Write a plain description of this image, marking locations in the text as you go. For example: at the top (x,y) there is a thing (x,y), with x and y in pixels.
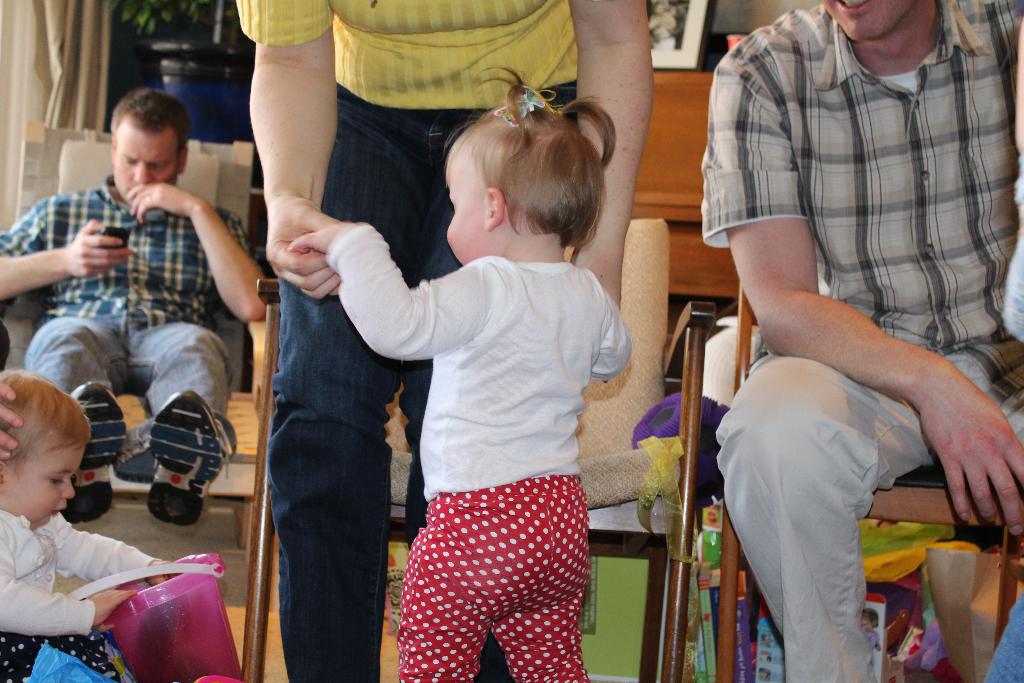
In this picture I can see 3 persons (865,357) and 2 children (536,636). The man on the right (803,63) and the man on the left (165,332) are sitting on chairs (82,163) and in the middle of this picture (436,244) I see a person (373,484) who is holding a child (360,310). The child (35,568) on the left (87,567) is holding a bucket (130,609). In the background (89,50) I see the curtain (93,114) on the left side of this image (26,57) and I see the leaves (191,2) near to it. In the middle of this picture (676,272) I see a frame (687,38) on the brown color thing (664,126).
